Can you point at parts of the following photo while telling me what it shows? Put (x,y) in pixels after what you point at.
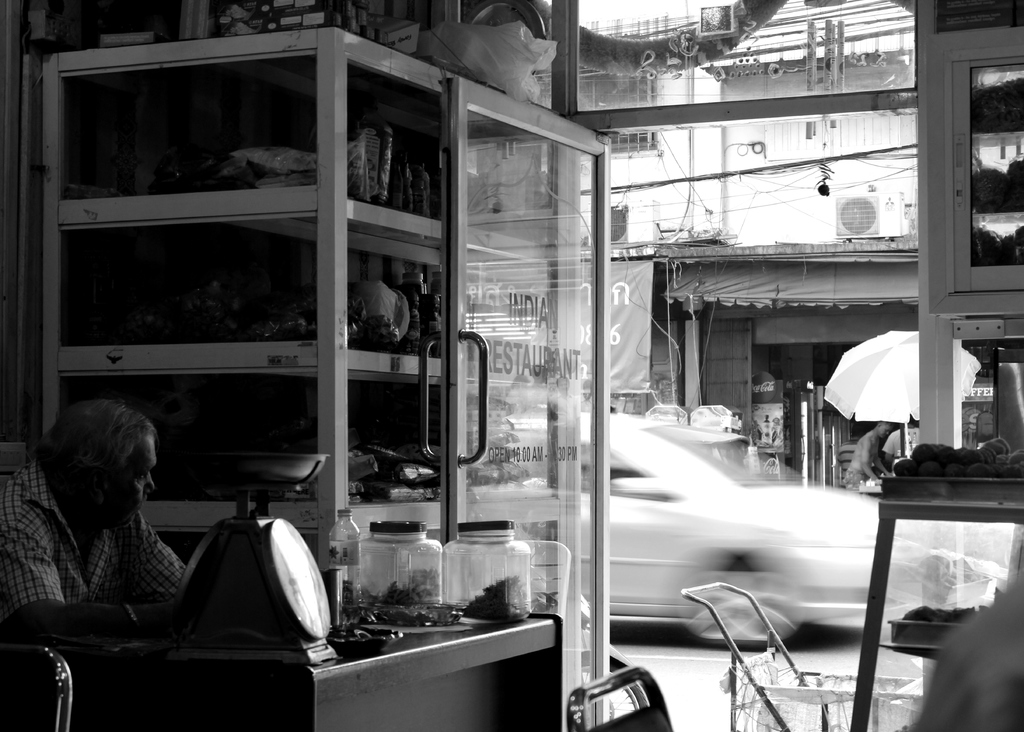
In the foreground (51,302) I can see a person (75,511) in front of a counter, bottles (356,570), weighing machine (251,601), chairs (659,711) on the floor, door (492,433) and a cupboard (251,362). In the background (786,513) I can see vehicles (849,504) on the road (682,719), a person (867,439), umbrella (898,409), shops (816,326) and buildings (742,266). This image is taken may be during a day inside a shop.
